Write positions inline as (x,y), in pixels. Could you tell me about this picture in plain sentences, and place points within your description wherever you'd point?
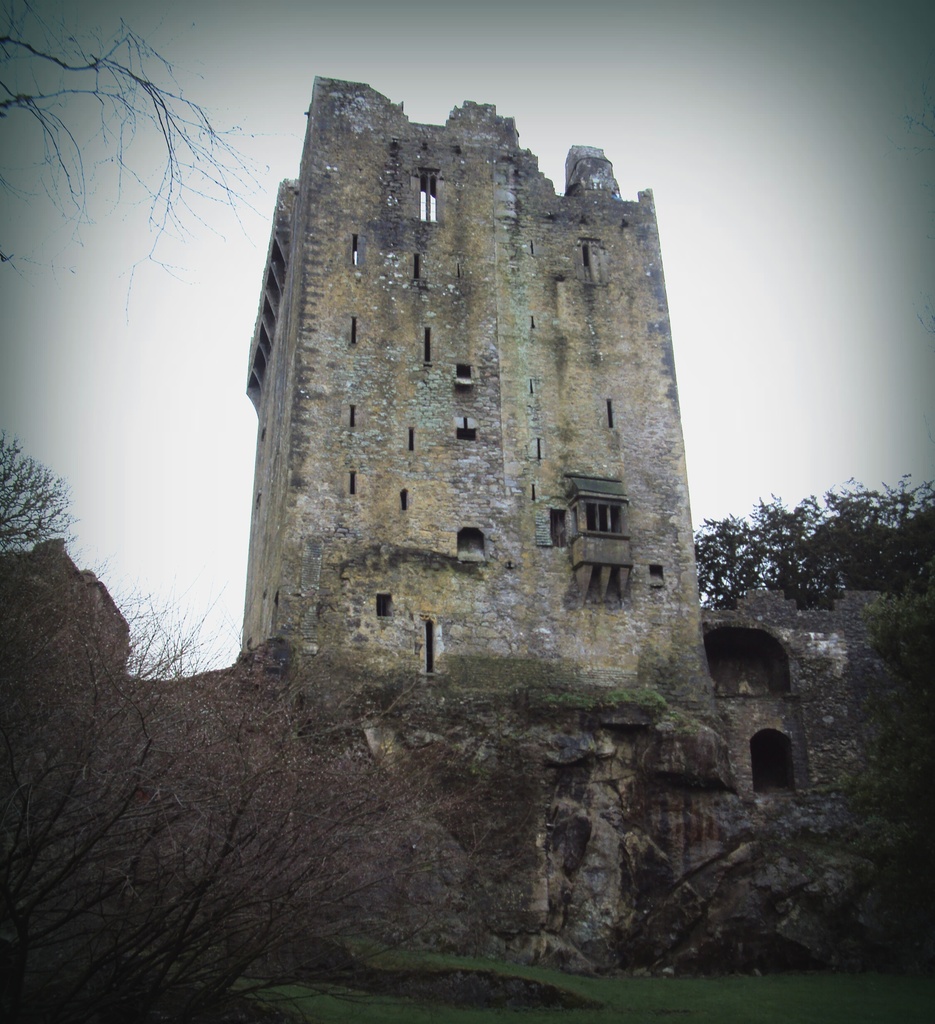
This is an outside view. At the bottom (208,799) there are some trees (252,844) and I can see the grass (712,987) on the ground (750,1008). In the middle of the image (530,532) there is a building (432,506). At the top of the image (689,100) I can see the sky (685,98).
